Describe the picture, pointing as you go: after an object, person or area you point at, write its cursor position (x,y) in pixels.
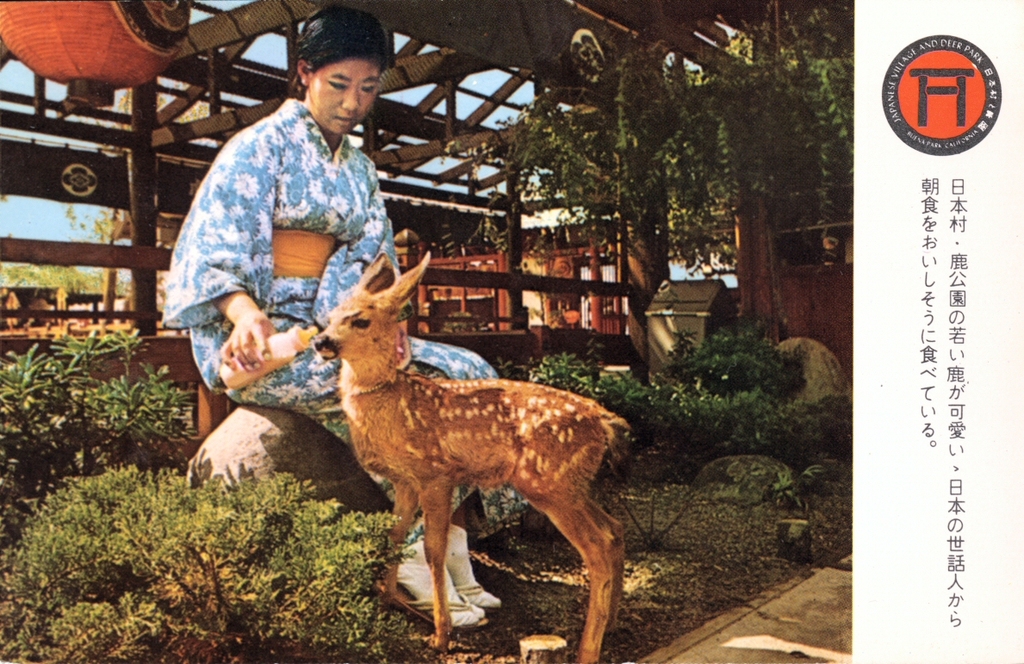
In this image there is a person (295,264) sitting on the rock (283,456), a person (303,378) is holding an object (278,359), there is a deer (404,375), there is the sky (41,217), there is an object (84,89) truncated towards the top of the image (108,8), there is a wooden roof (459,51) truncated towards the top of the image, there are objects (677,314) on the ground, there is text (952,531).
